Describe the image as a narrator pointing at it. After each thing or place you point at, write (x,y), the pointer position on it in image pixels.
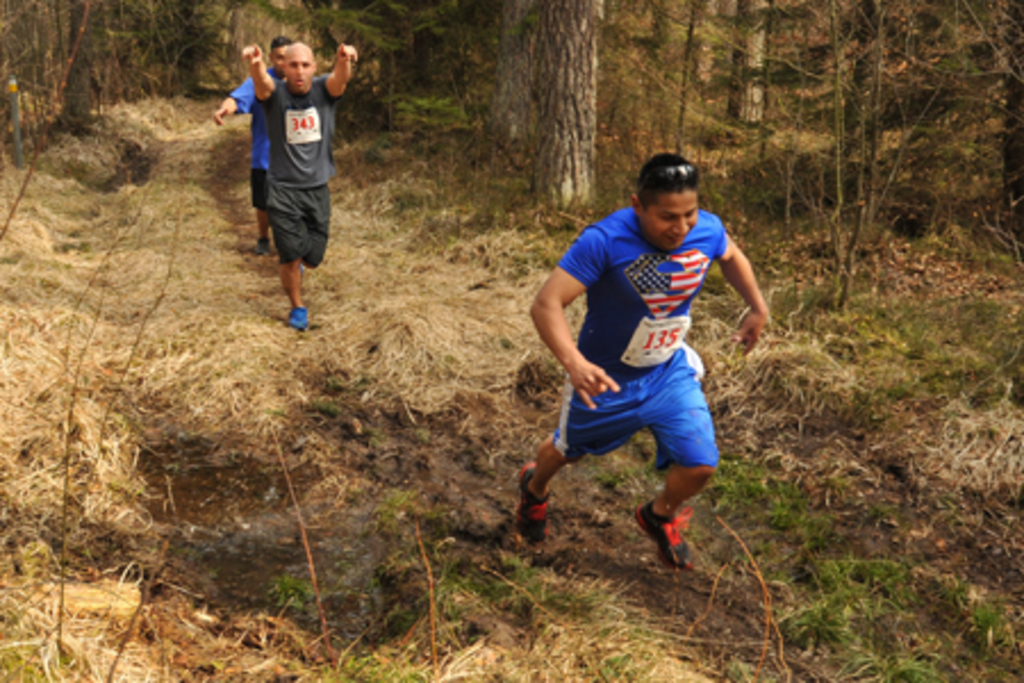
In this image there are few people (293,178) running on the surface of the grass (566,602). In the background (320,52) there are trees (623,52).
